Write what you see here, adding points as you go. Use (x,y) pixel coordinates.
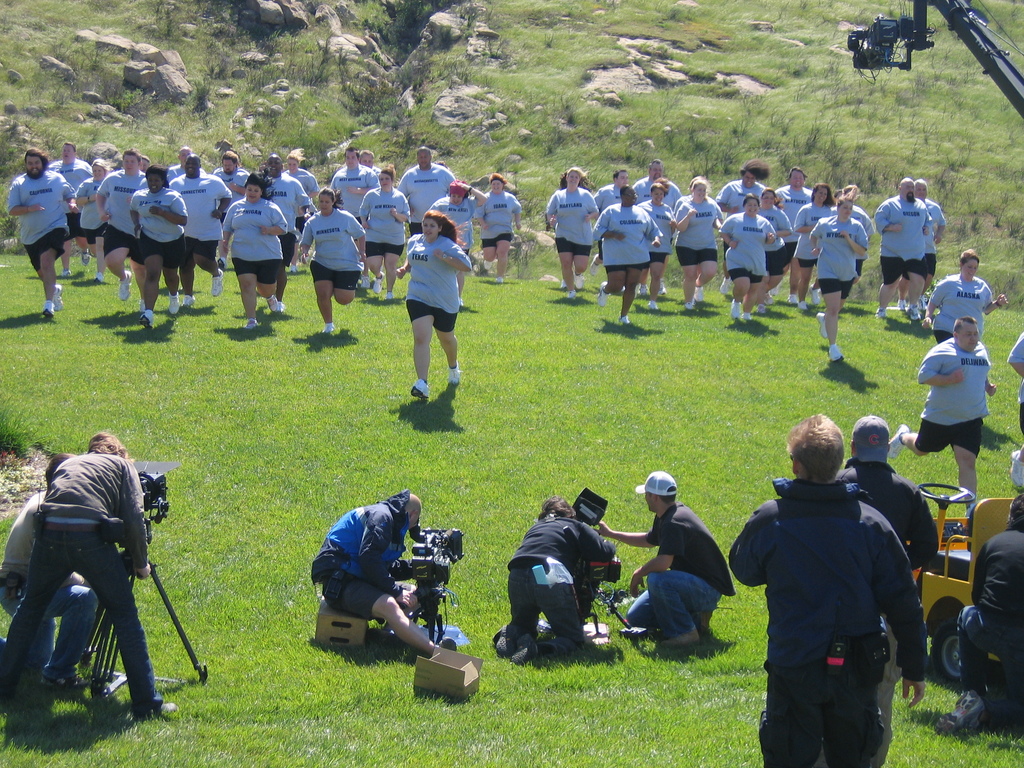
In this image I can see an open grass ground (441,430) and on it I can see number of people (673,484). I can also see few people (331,551) are sitting, few are standing and most of people (112,259) are running. I can also see most of people (847,187) are wearing grey colour t shirts (642,223) and I can also see something is written on their dresses (697,243). On the bottom side of the image (444,542) I can see few cameras (419,581), a box (457,660), a stool (360,628) and a yellow colour vehicle (966,519). On the top right side of the image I can see one more camera (894,21) and in the background (116,53) I can see number of stones (107,40).
